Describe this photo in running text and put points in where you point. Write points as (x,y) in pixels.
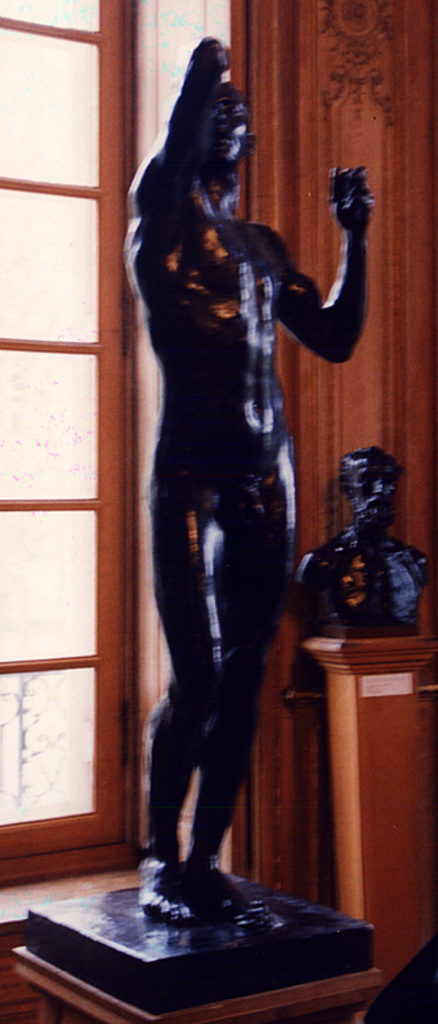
This image consists of an idol (225,645) in black color. On the left (55,513), there is a door (61,606). On the right (376,824), we can see a statue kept on a wooden block (361,731).
